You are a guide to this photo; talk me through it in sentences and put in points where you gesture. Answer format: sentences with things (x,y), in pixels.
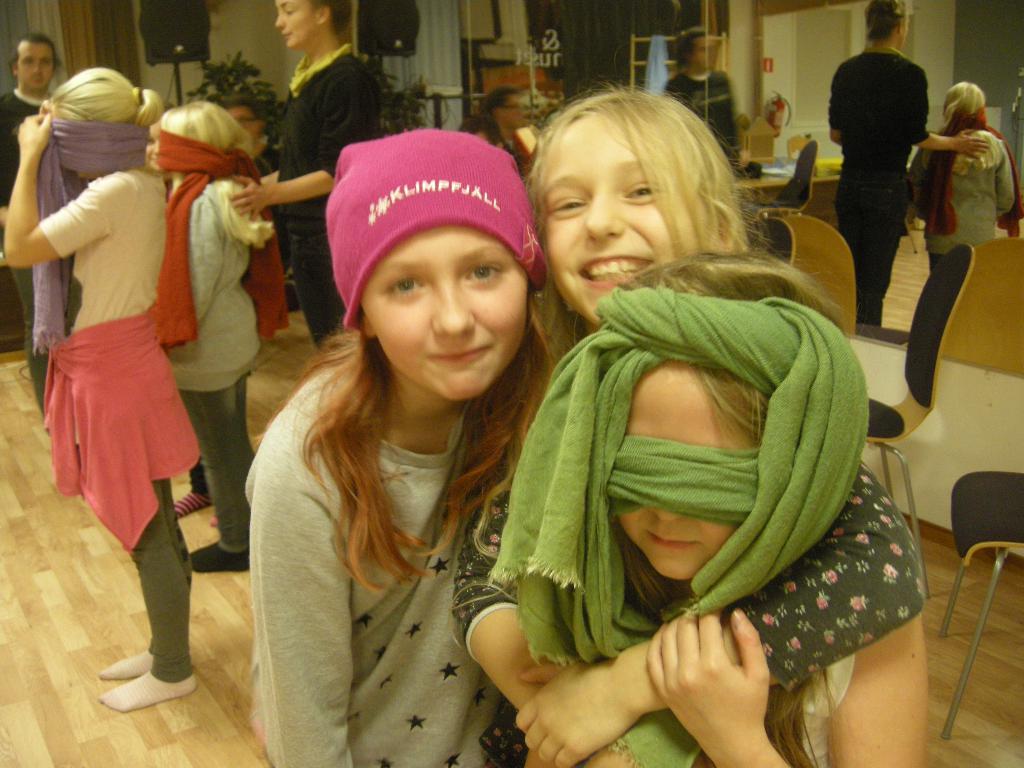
In this image I can see a group of people (461,312) are standing on the floor (961,604) and I can see chairs (894,415), houseplants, speaker stands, windows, curtains (697,17), doors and wall (750,12). This image is taken may be in a hall (9,732).
